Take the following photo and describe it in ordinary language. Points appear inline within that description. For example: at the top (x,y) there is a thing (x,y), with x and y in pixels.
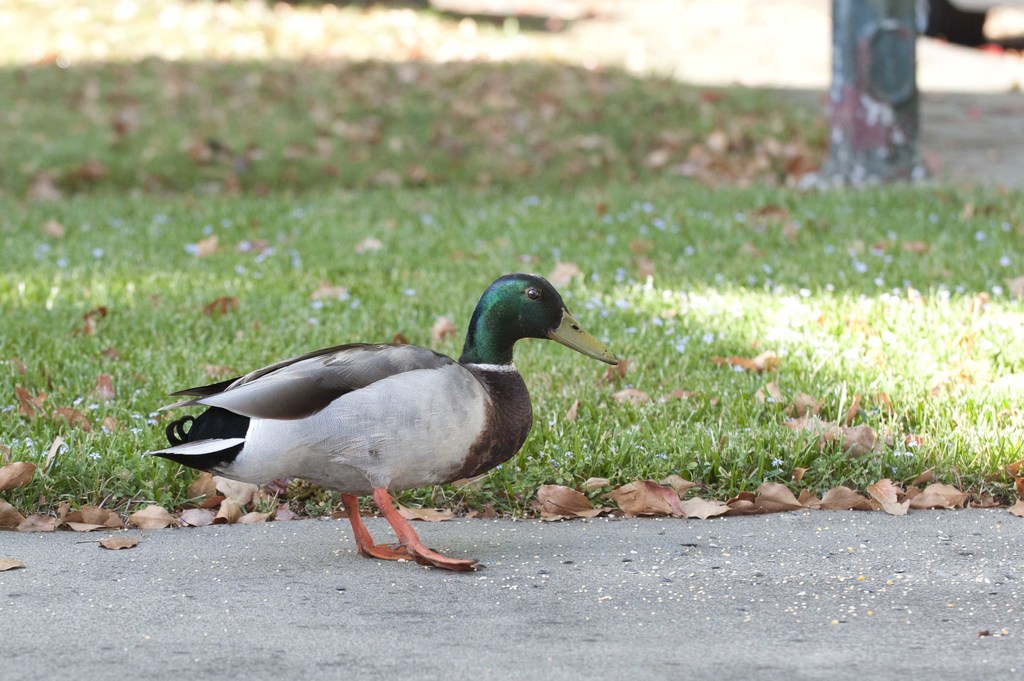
In this given image, We can see a small garden (454,155) and dried leaves (881,495), road (916,511) and a duck (452,395) standing.
